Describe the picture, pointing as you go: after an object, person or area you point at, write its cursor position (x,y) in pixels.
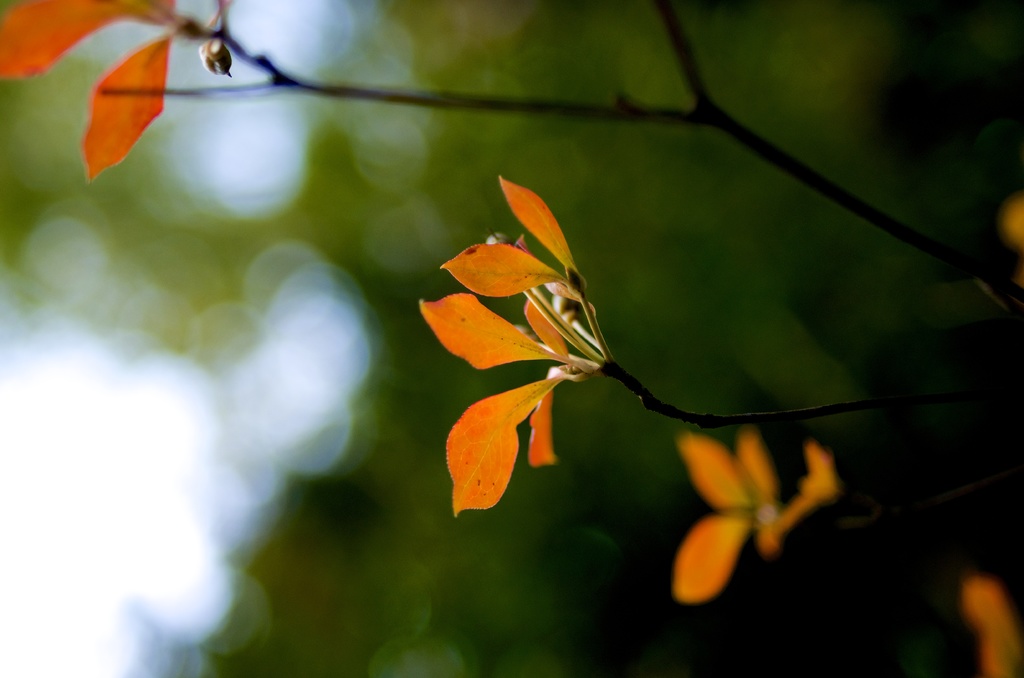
In this image I can see many leaves (707,443) and i can see the background (417,196) is blurred.
